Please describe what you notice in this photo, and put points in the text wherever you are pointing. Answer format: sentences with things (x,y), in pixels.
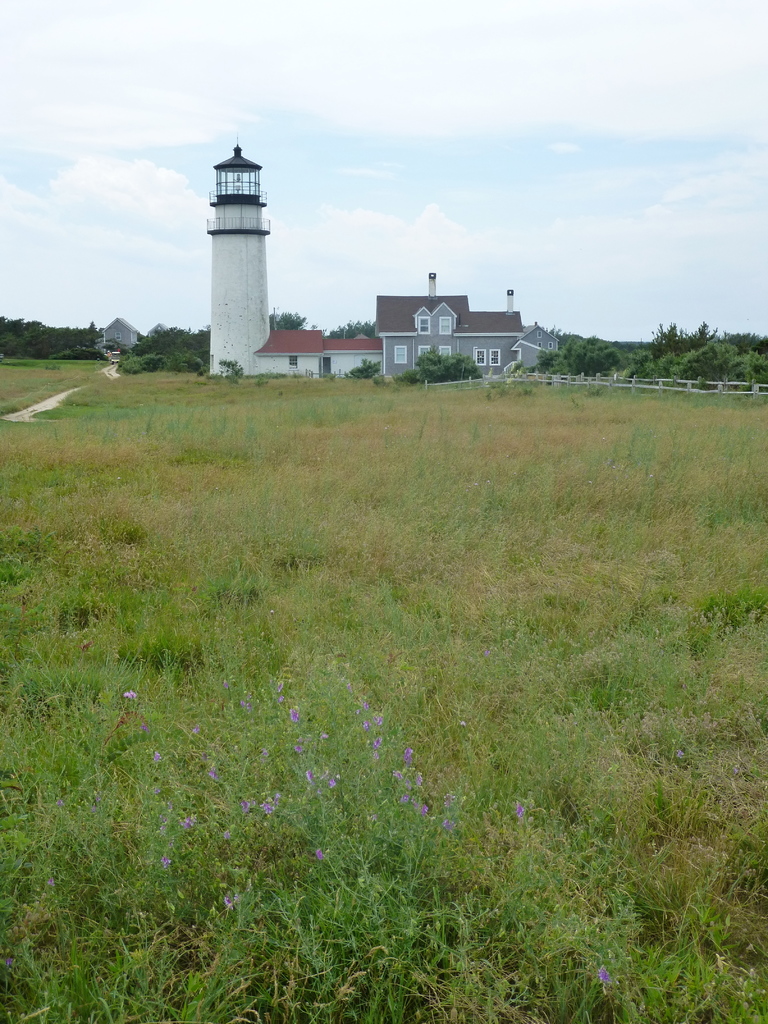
In this image, there are a few buildings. We can see the ground (524,596). We can see some grass (531,648), plants (663,366) and trees (674,356). We can also see the fence (556,376) and the sky (607,135) with clouds (755,5).
